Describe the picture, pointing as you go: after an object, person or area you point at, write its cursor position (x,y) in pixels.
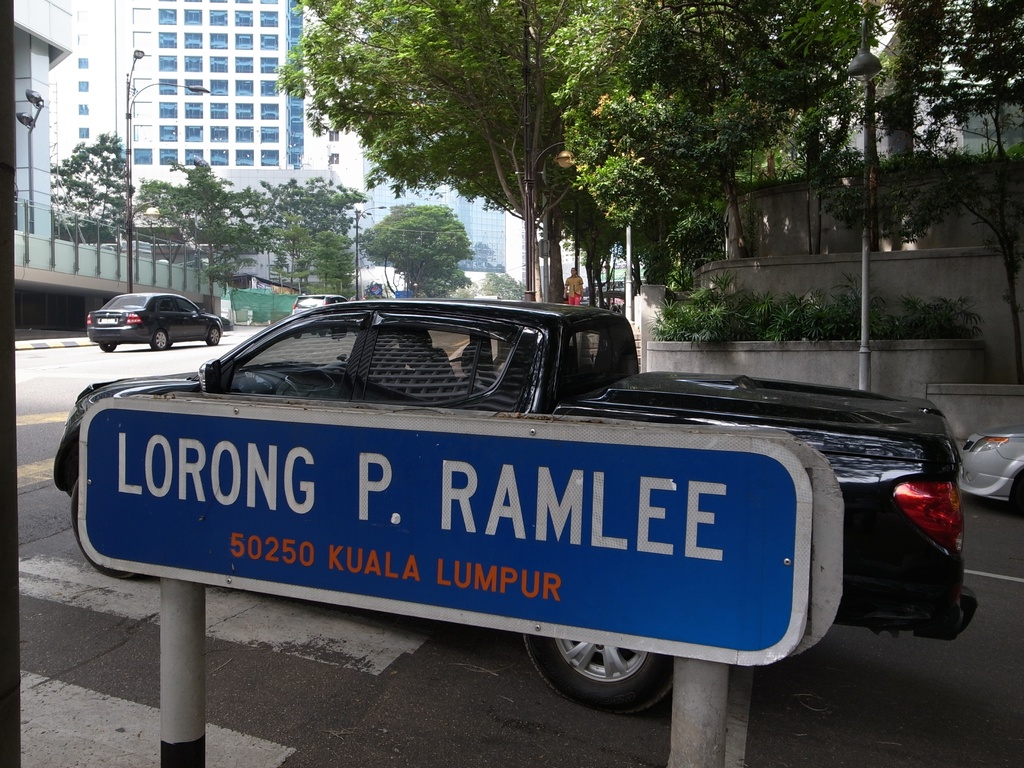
In this image, I can see the vehicles (144,391) on the road (104,363). There are buildings (282,184), trees (308,249), street lights (31,206), plants (776,315) and a person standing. At the bottom of the image (432,578), I can see a board (80,492) to the poles (705,708).
